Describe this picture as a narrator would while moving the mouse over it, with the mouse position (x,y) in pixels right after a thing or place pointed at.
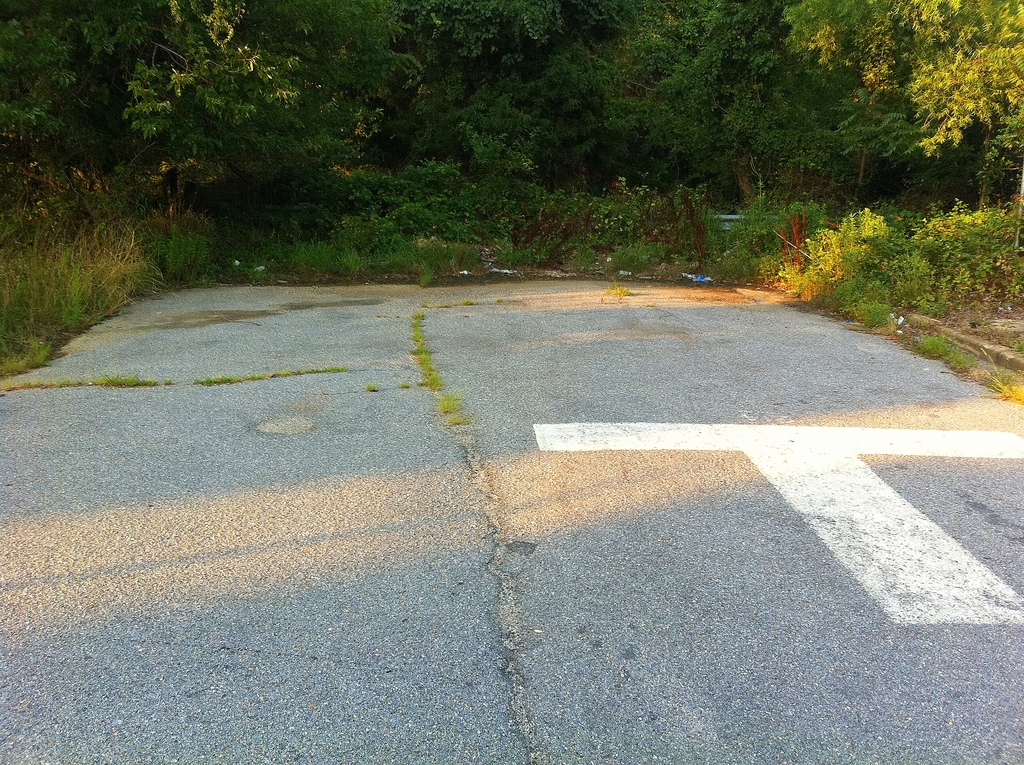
In the image in the center (458,358), we can see trees (937,154), grass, plants (963,205) and road (90,375).
